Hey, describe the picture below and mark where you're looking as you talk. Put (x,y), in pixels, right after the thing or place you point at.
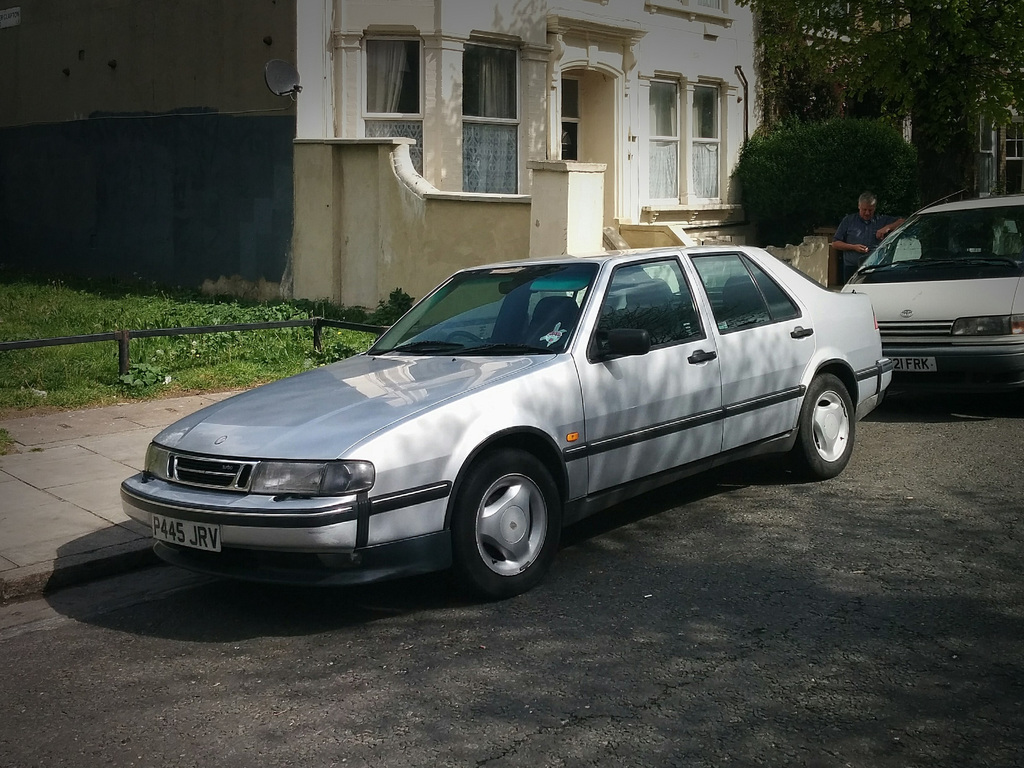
In the foreground (952,254) I can see two cars (736,397) and a person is on the road (611,649). In the background (776,169) I can see a building (722,161), fence (173,334), grass (114,301), windows (660,126) and trees (1008,77). This image is taken during a day.
